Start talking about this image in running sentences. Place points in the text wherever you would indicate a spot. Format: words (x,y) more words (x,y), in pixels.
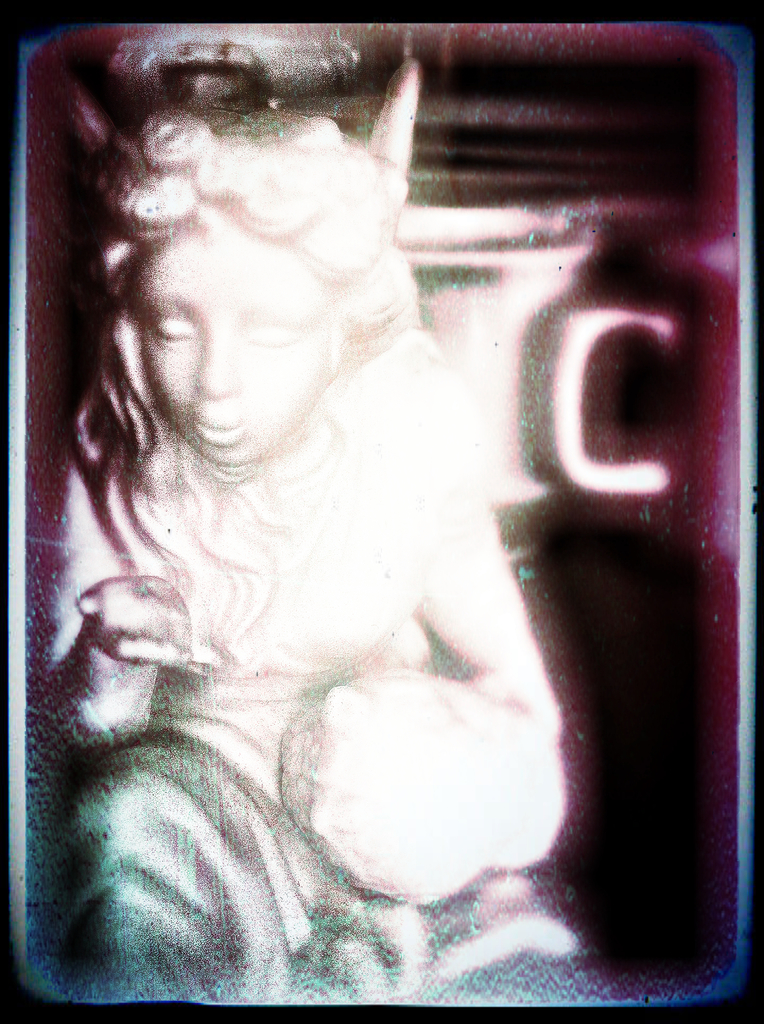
This is an edited image. We can see a statue (174,390) and behind the statue (219,371) there is the blurred background (610,750).
